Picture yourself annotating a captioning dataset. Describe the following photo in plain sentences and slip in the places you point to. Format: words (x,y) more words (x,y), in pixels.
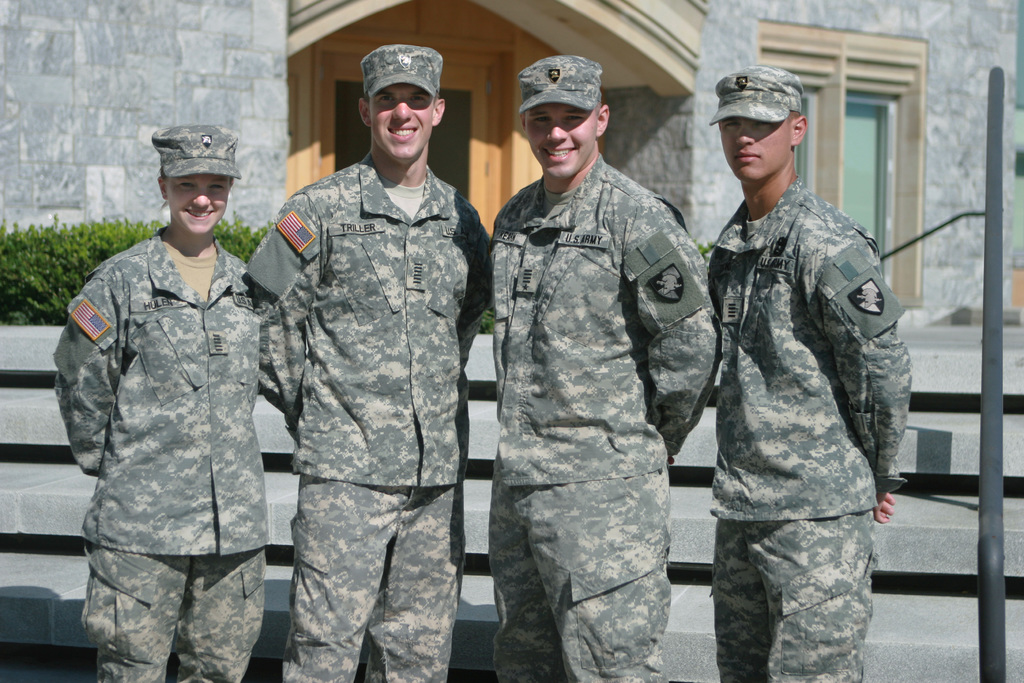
This image is taken outdoors. In the background (332,94) there is a building (803,66) with a wall (972,204), a window (884,149) and a door (500,85). There are a few plants (109,253). There are a few stairs (80,480). On the right side of the image (980,540) there is an iron bar (996,515). In the middle of the image (464,278) three boys (593,303) and a girl (180,384) are standing on the floor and they are with smiling faces (571,158).
